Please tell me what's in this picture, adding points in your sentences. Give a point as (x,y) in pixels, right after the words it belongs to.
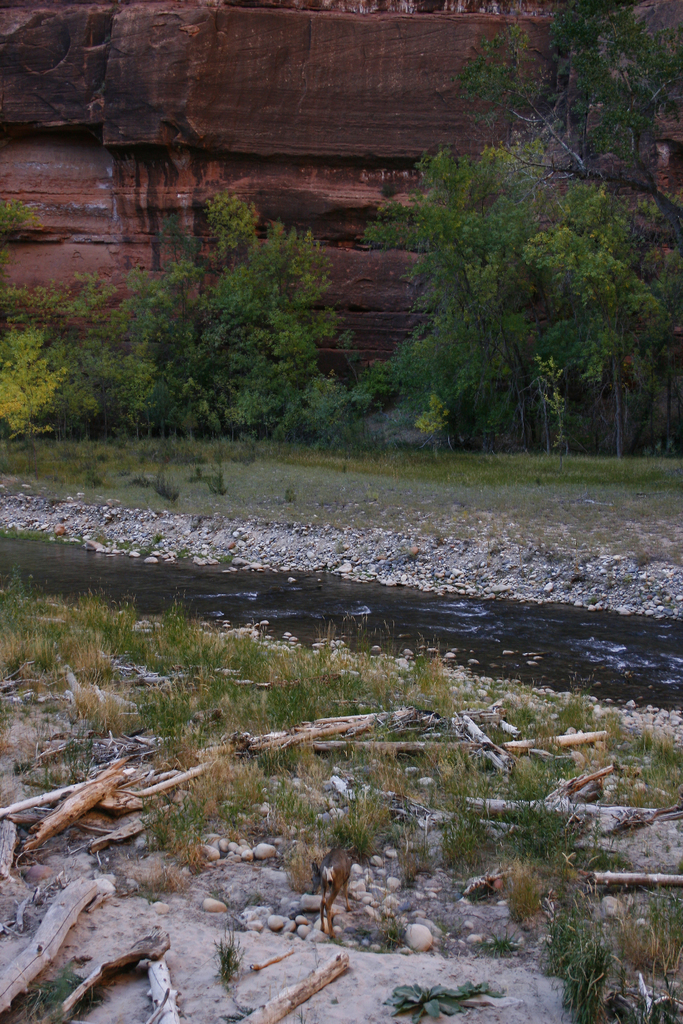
In this image, we can see a mountain (158,171), trees (437,386) and at the bottom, there is a canal (544,657), we can see some logs (248,748) on the ground (367,883).
